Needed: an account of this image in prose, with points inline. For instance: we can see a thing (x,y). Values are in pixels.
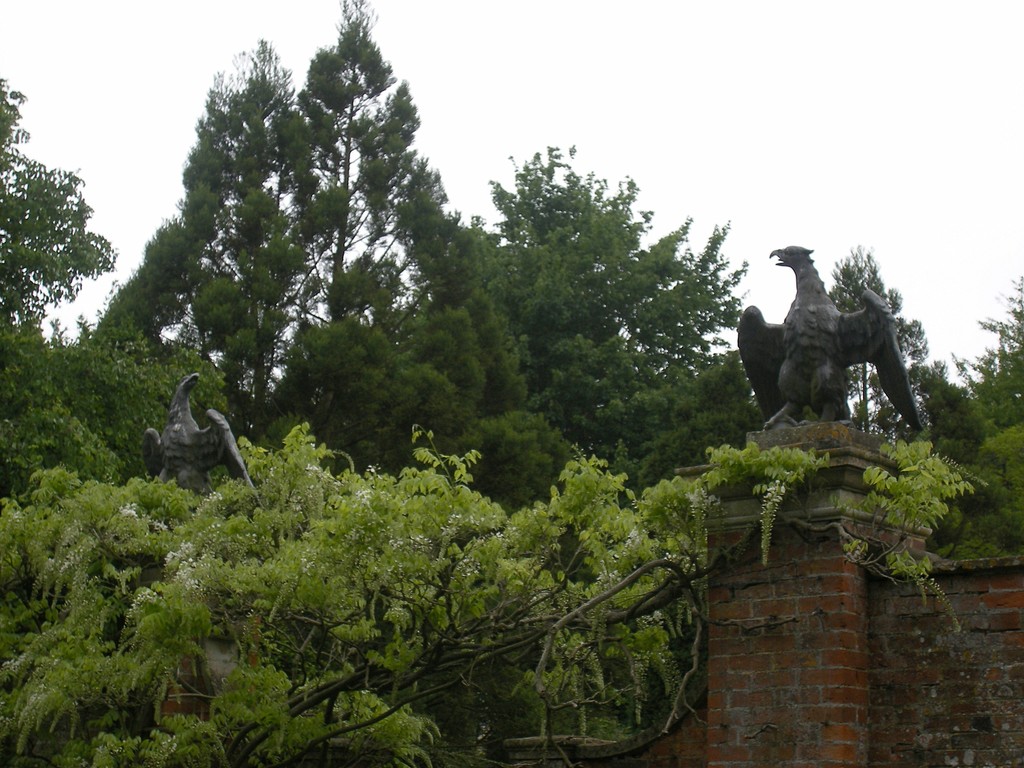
In this picture I can observe some trees (469,582). On the right side (786,362) there is a statue (789,322) of a bird (796,304). In the background (792,292) there is sky (621,63).
